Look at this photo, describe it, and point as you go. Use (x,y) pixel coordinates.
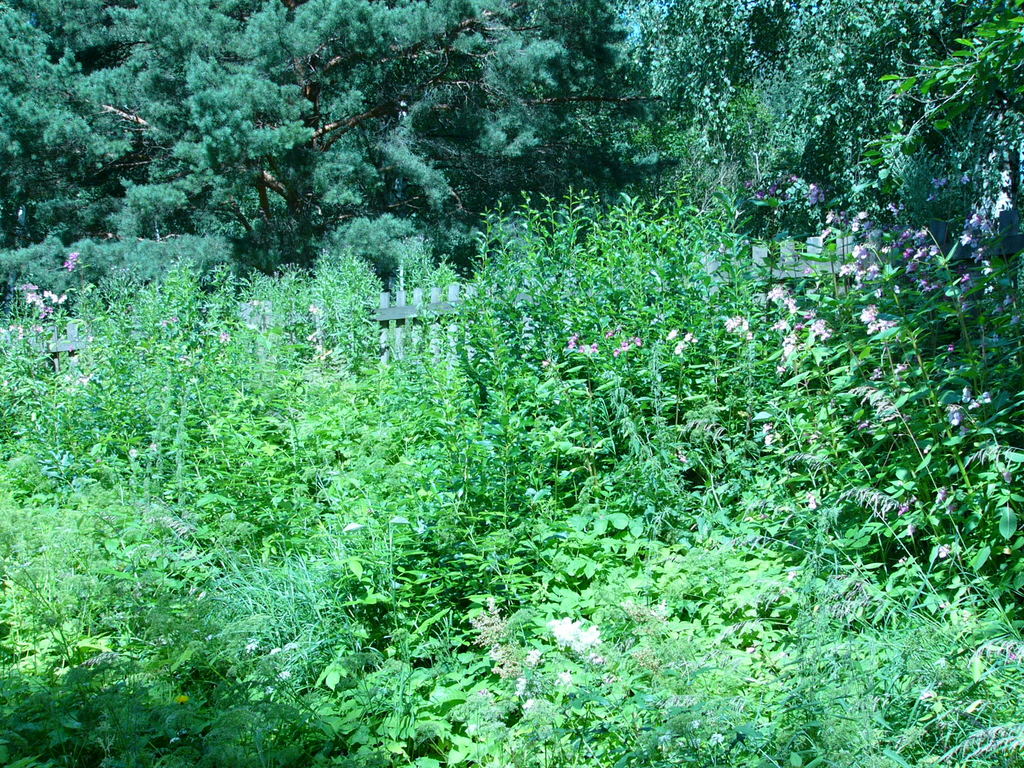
In this image we can see wooden fencing (431,345), trees (395,61) and plants (383,511).
